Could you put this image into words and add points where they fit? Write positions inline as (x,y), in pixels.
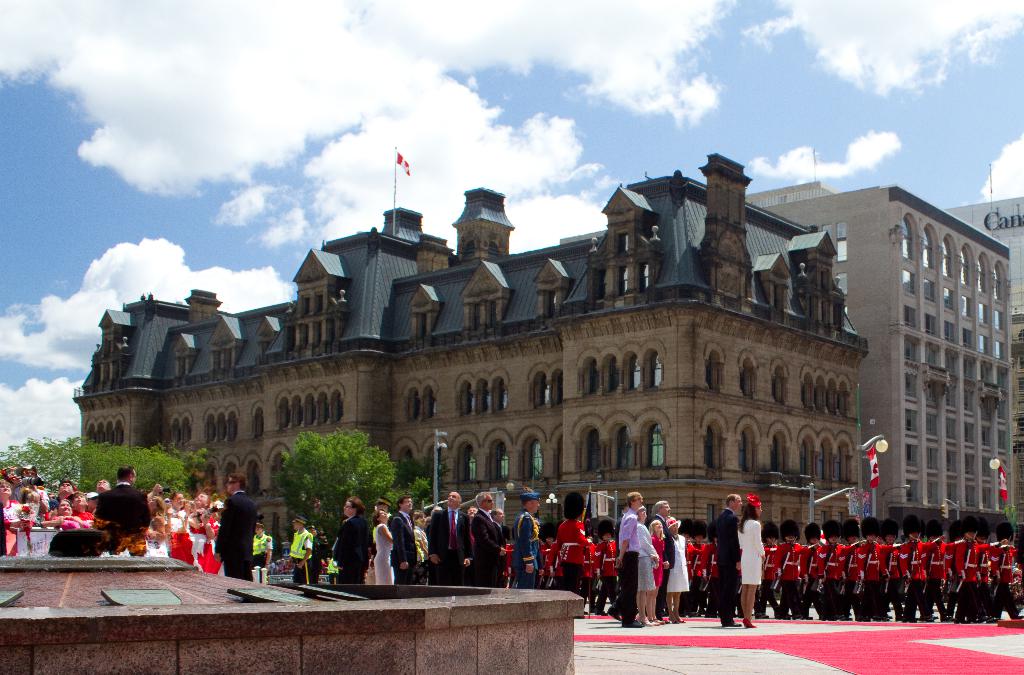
There are people (237,495) at the bottom side of the image (336,541) and there are people (822,547) performing parade and there are trees (397,480), poles (879,449), buildings (685,397) in the image, there is a flag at the top of a building (397,239) and there is sky (385,206) in the image.
